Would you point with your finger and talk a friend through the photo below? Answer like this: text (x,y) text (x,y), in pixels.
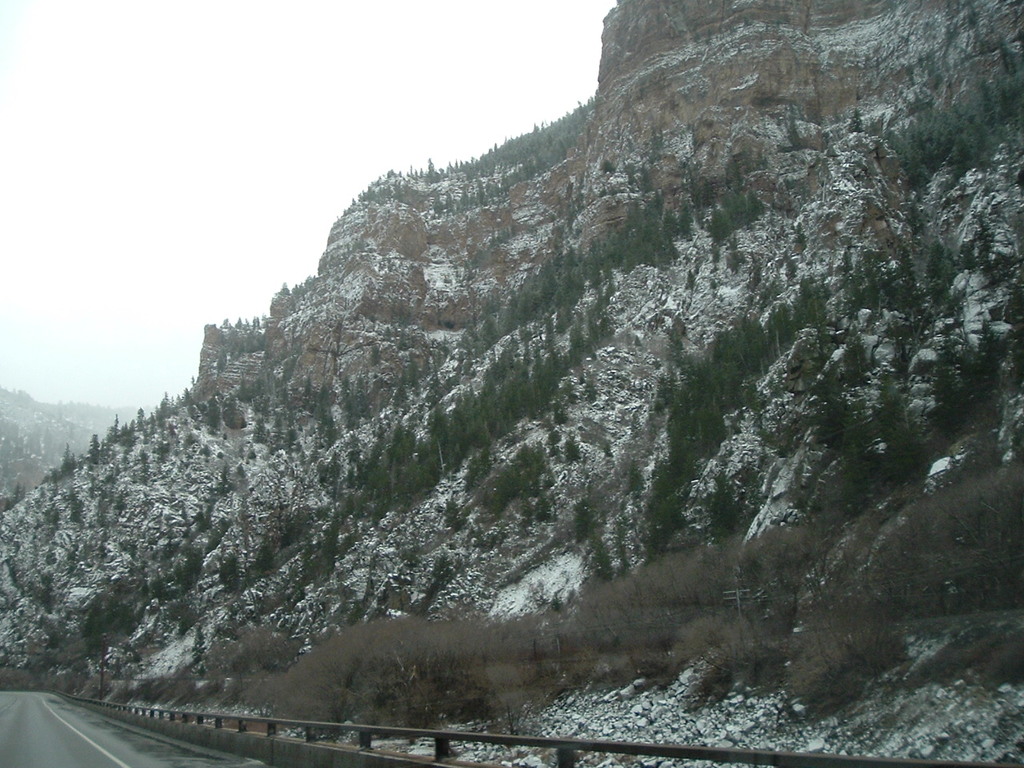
In the center of the image (422,268) there is a mountains (268,443) with trees (202,515). To the left side (11,761) bottom of the image (59,742) there is road (45,717). At the top of the image (297,170) there is sky (299,113).
